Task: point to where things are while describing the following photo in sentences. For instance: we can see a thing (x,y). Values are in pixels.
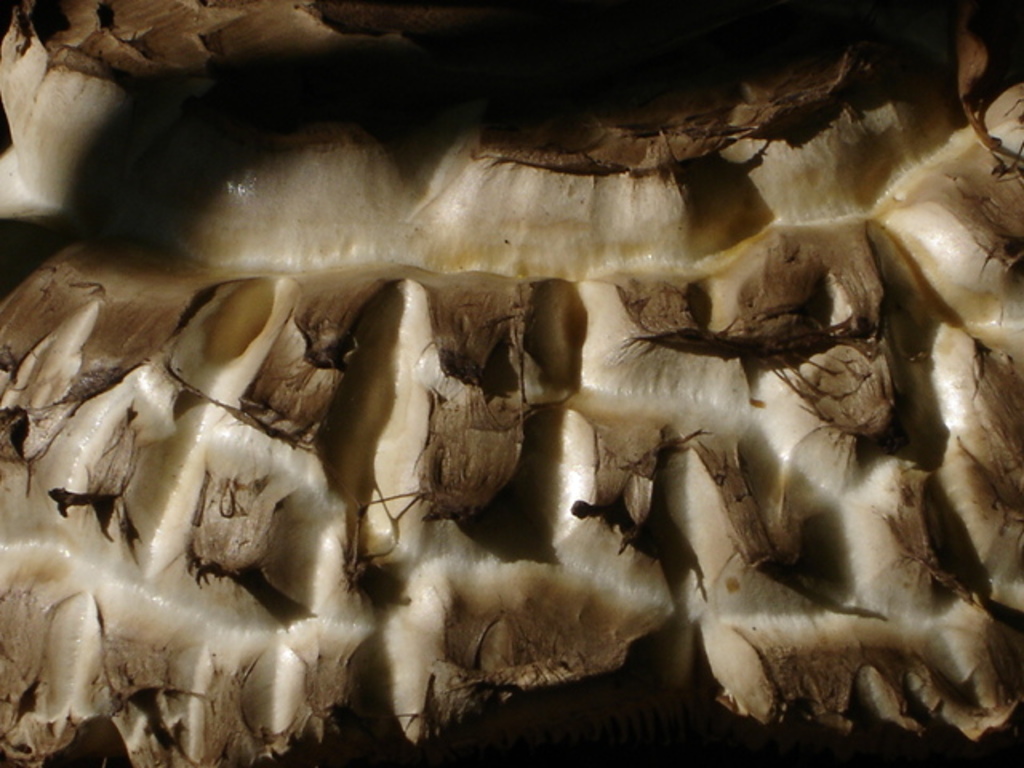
In the picture it looks like a wood (537,239).
